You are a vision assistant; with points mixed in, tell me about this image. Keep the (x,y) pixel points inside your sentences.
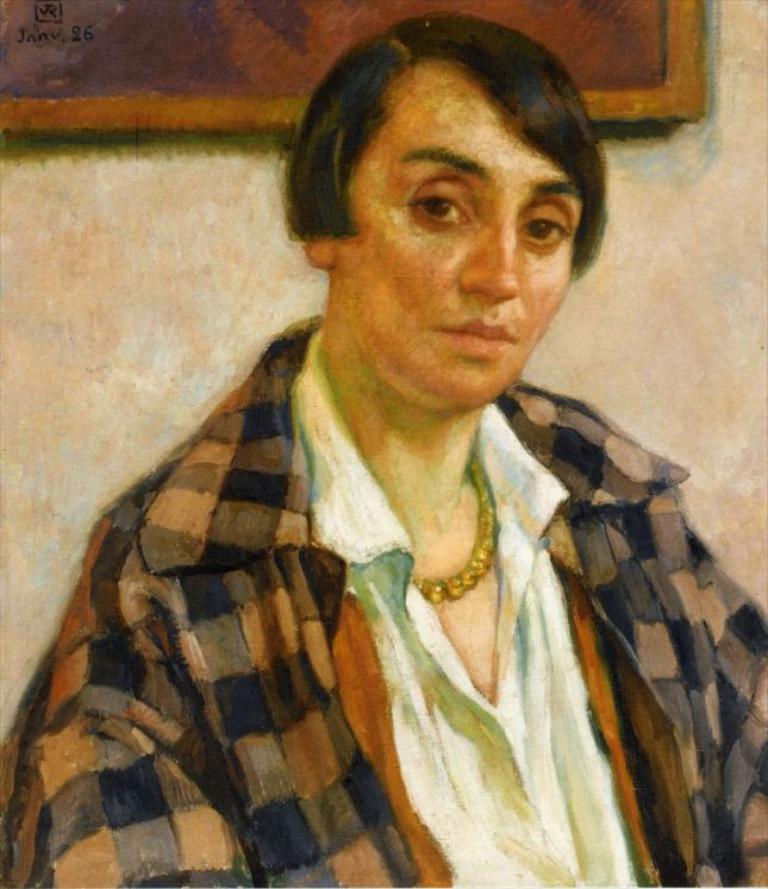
In this image we can see the painting (467,608) of a woman (507,676). On the backside (17,289) we can see a frame (609,107) on a wall (192,407).
